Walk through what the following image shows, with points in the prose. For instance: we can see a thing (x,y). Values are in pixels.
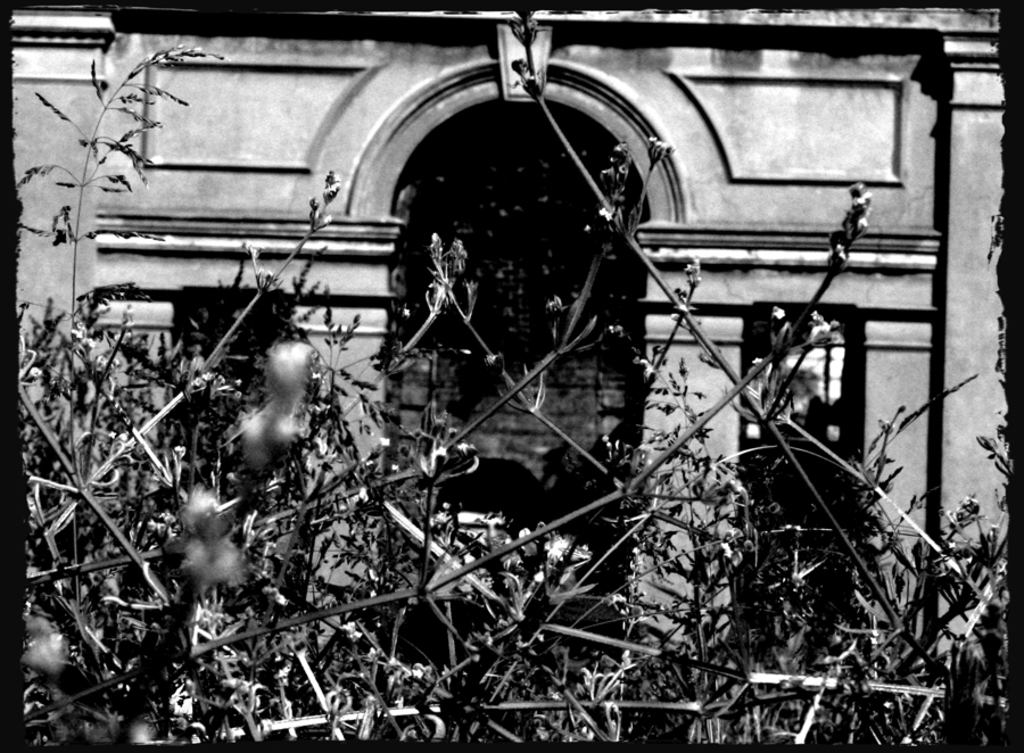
In this black and white picture there is a wall (315,157) of a building (457,126). There is an arch (394,172) to the wall (373,205). In the foreground (295,645) there are plants (317,619).
